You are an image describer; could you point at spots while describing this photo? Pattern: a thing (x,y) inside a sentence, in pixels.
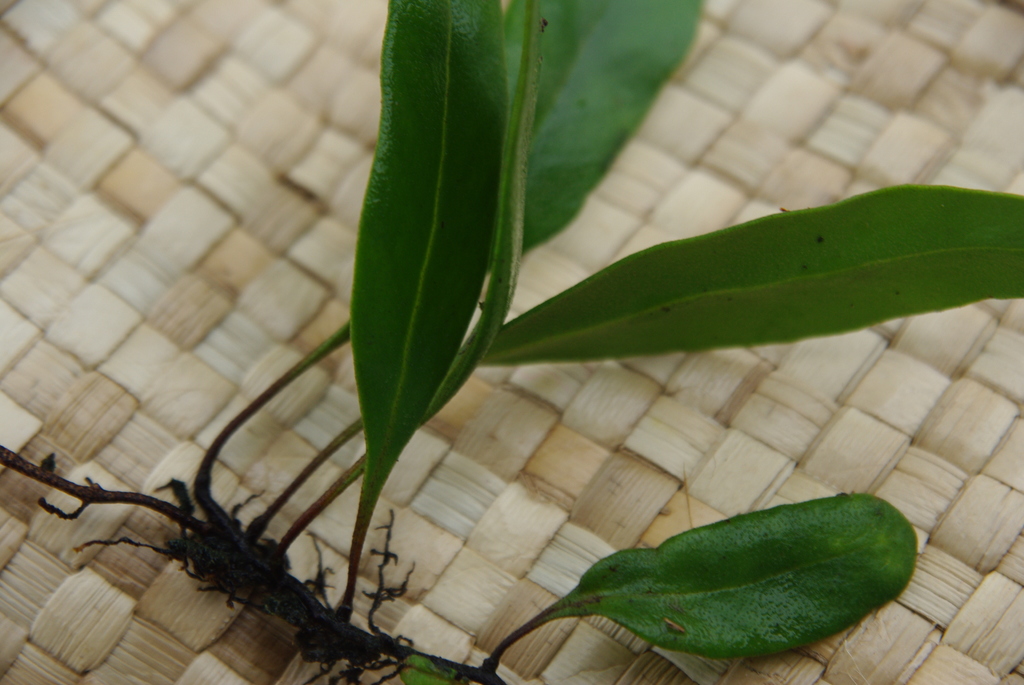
At the bottom of this image (332,643), there is a plant (369,625) having green color leaves (495,196). This plant (824,564) is placed on a surface (363,131).
